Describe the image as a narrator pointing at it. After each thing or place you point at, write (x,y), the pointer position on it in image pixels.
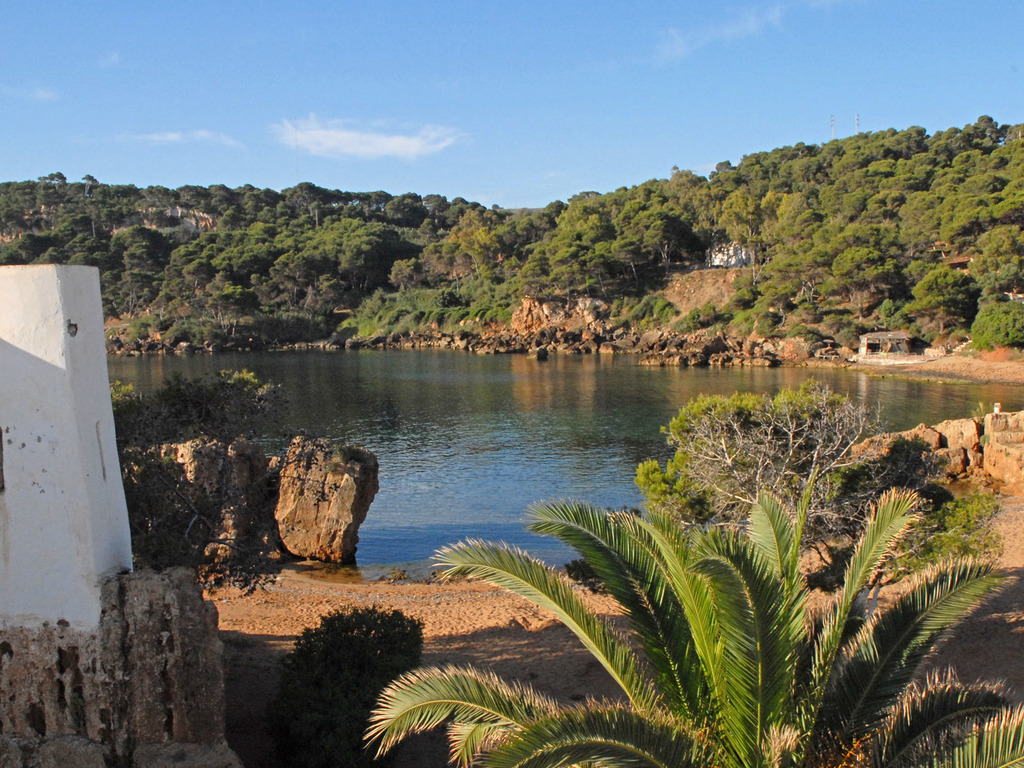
This is an outside view. At the bottom (377,691) there are few plants (365,675) on the ground (301,629) and there are few rocks (266,541). On the left side (53,457) there is a wall (70,506). In the middle of the image (484,423) there is a sea (445,383). In the background (196,273) there are many trees (650,250). At the top of the image (459,105) I can see the sky (496,100).
